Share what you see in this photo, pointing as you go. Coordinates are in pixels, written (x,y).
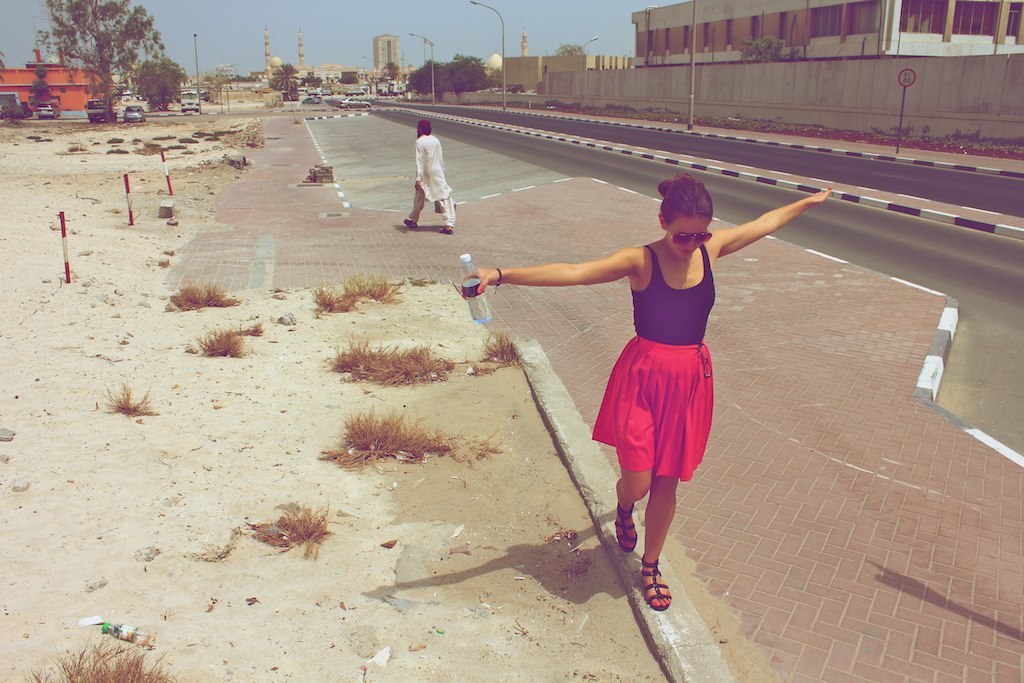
In this image I can see a person (680,249) is holding a bottle (468,263). Back I can see one person (415,184) is walking. Back I can see few buildings (541,66), wall (545,79), sign boards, poles (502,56), light poles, vehicles (50,111) and trees (97,31).
